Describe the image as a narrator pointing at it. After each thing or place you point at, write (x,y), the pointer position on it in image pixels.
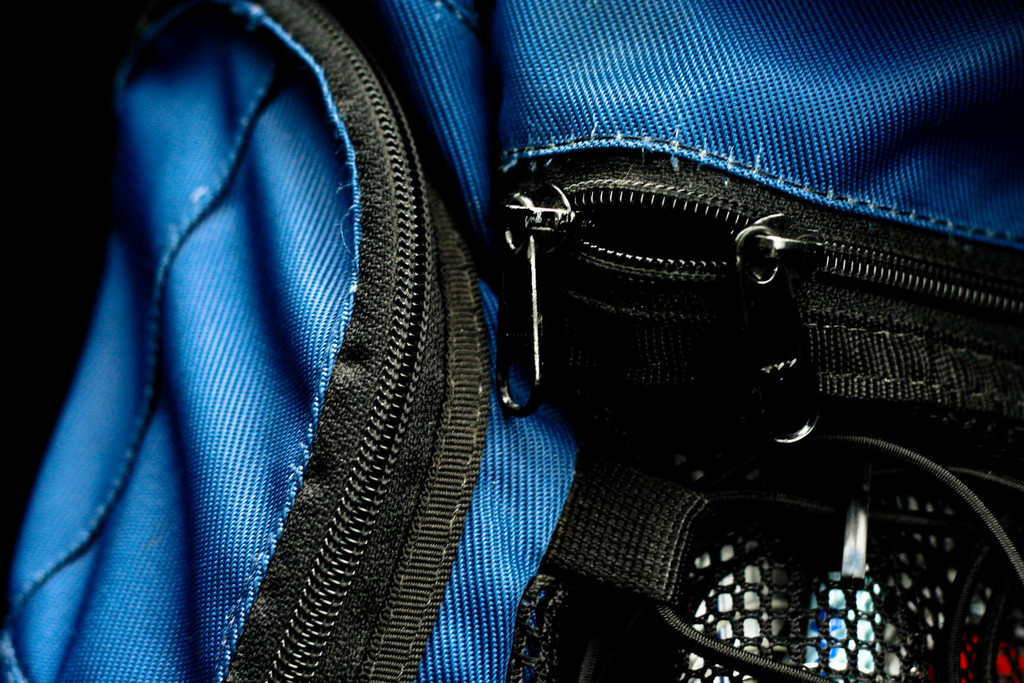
In this picture there is a bag (419,576) which is in blue color, There are some chains (360,492) on the bag (351,468) which are in black color.
